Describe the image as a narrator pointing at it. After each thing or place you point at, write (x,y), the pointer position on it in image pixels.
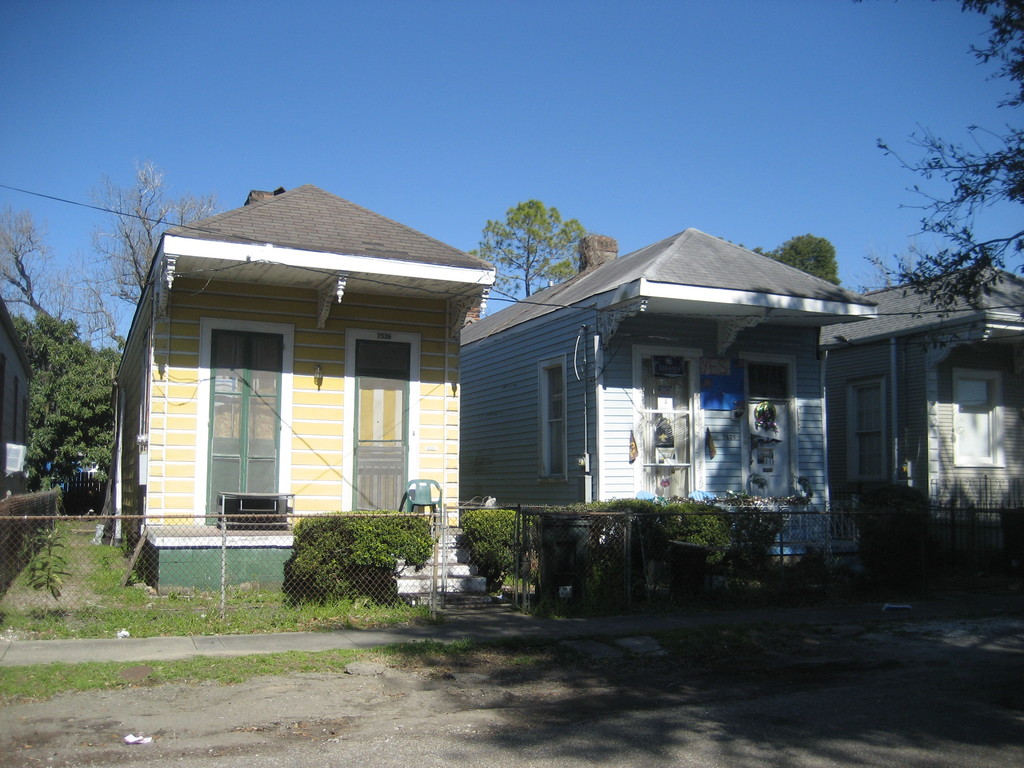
In this picture we can see grass (363,660), fence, plants (743,551), houses (280,439) and chair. In the background of the image (146,247) we can see trees (152,238) and sky (435,197) in blue color. On the right side of the image (928,194) we can see tree (954,275).
